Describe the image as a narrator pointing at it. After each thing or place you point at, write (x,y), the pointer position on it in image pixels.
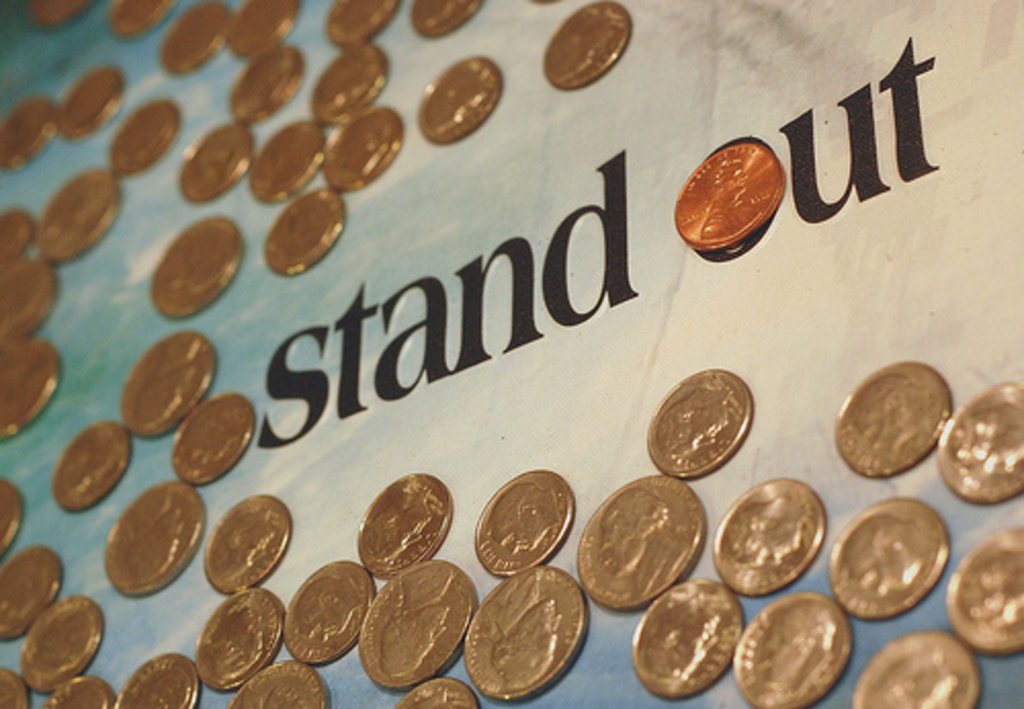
Here in this picture we can see number of coins (201,182) present on a table (506,470) and we can see some text (425,320) present on the table (261,284).
